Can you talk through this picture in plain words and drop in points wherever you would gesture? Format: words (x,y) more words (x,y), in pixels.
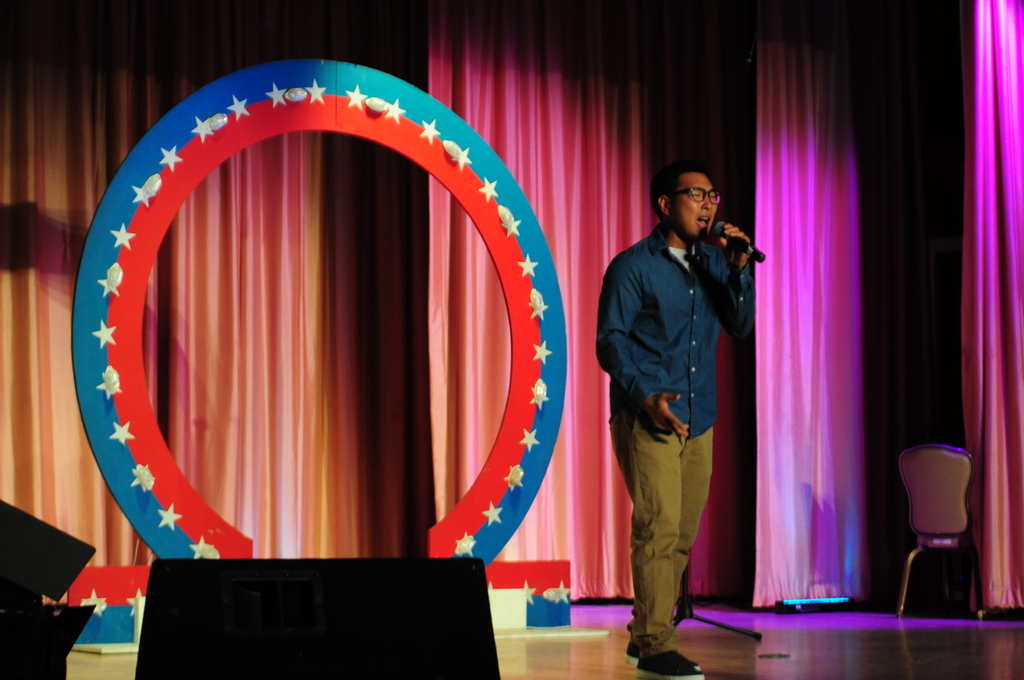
In this image there is a man (649,546) standing on the stage (630,617) and singing with the mic (717,227). In the background (334,243) there are curtains (560,530). Beside the man (691,421) there is a ring (540,242). On the right side (943,521) there is a chair (955,500) on the stage (927,633).
